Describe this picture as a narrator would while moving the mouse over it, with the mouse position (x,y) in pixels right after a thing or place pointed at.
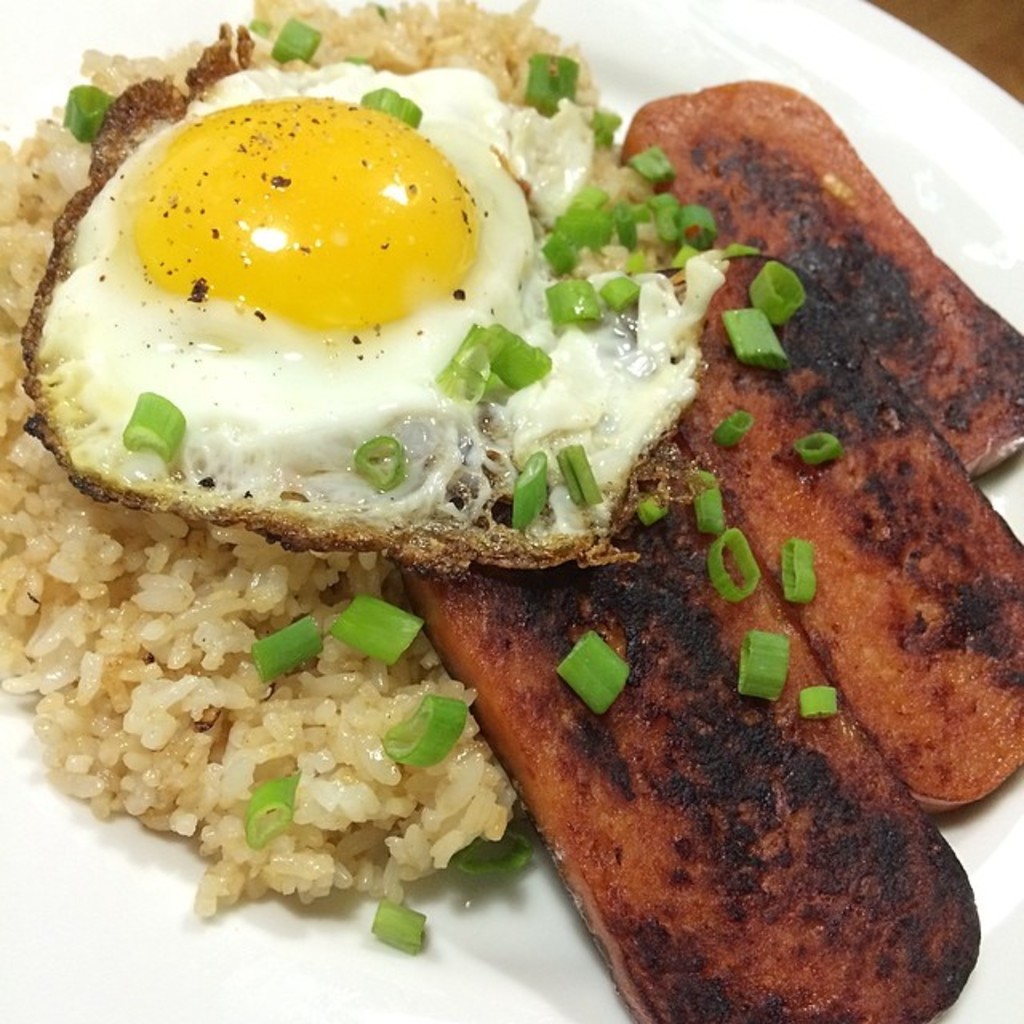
The picture consists of a plate (935,116) on a table (1003,30). On the plate (957,142) there is rice (246,744), fried egg (559,479) and meat (850,411).
